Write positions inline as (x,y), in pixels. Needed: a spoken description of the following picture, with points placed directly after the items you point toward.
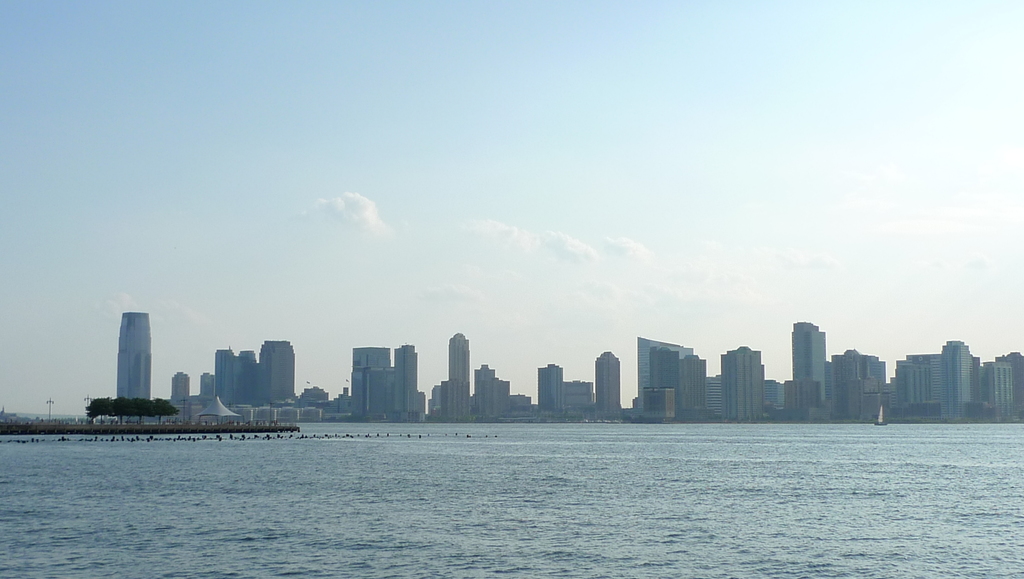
In this image we can see buildings (683,375), trees (164,403), tent (215,403), boat (880,418), water (593,476), sky (485,139) and clouds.
